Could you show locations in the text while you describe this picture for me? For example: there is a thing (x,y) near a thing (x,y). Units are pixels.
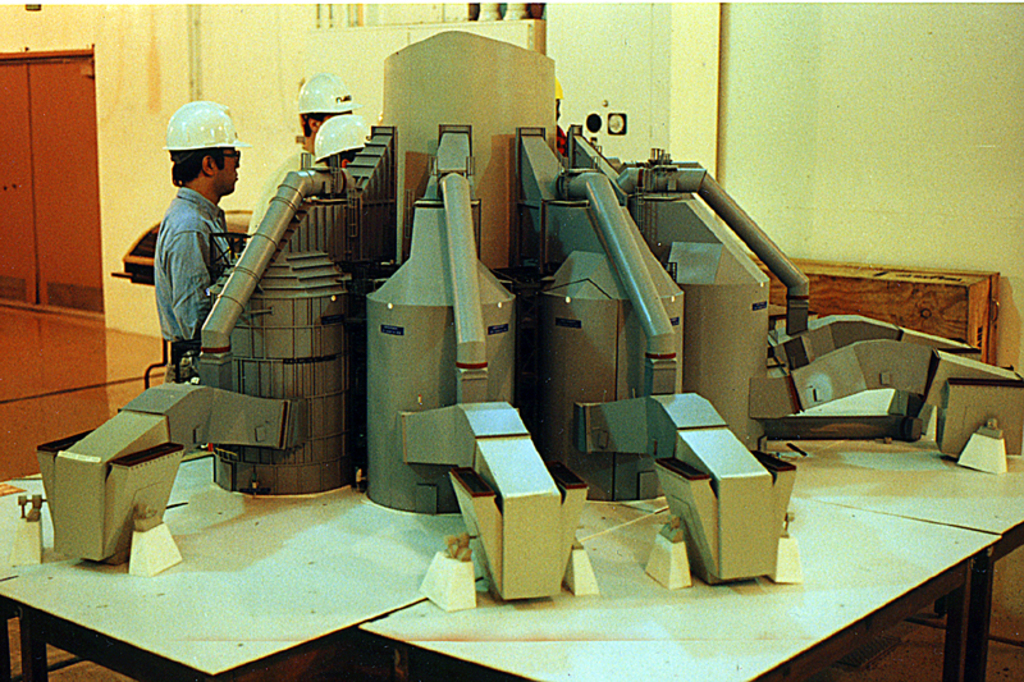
In this picture there is a machine demo (436,387) is placed on the white table top (337,590). Behind there are some workers (201,240) wearing a white color helmet (201,134) and grey dress (199,239) looking to the machine (510,508). Behind there is a yellow color wall (124,84) and a brown gate (26,154).
